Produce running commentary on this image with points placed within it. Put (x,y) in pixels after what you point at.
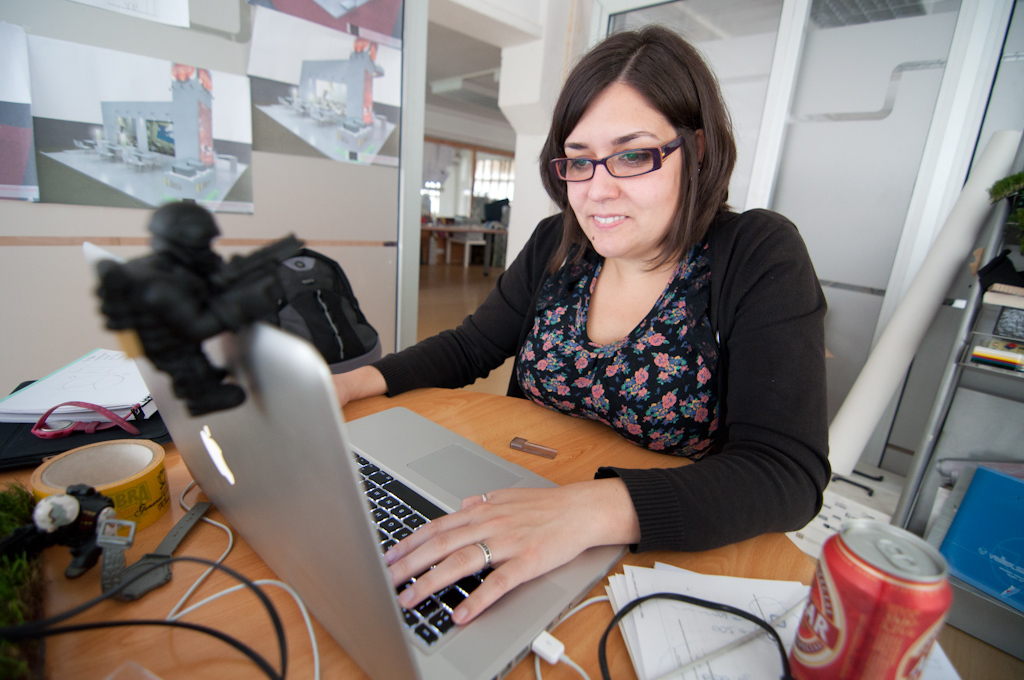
In this image, woman (695,296) in black dress (705,340). She wear glasses (658,168). In-front of her, there is a wooden table (488,426), laptop (383,534). Few items (808,599) are placed on it. And back side, we can see chart (929,284), glass doors (840,165). On left side (92,153), we can see some photo (155,135). And back side, there is an another table (447,233), few items (489,206) are placed on it. Right side (974,408), there is an iron table (968,393). Few items (997,293) are viewed.
